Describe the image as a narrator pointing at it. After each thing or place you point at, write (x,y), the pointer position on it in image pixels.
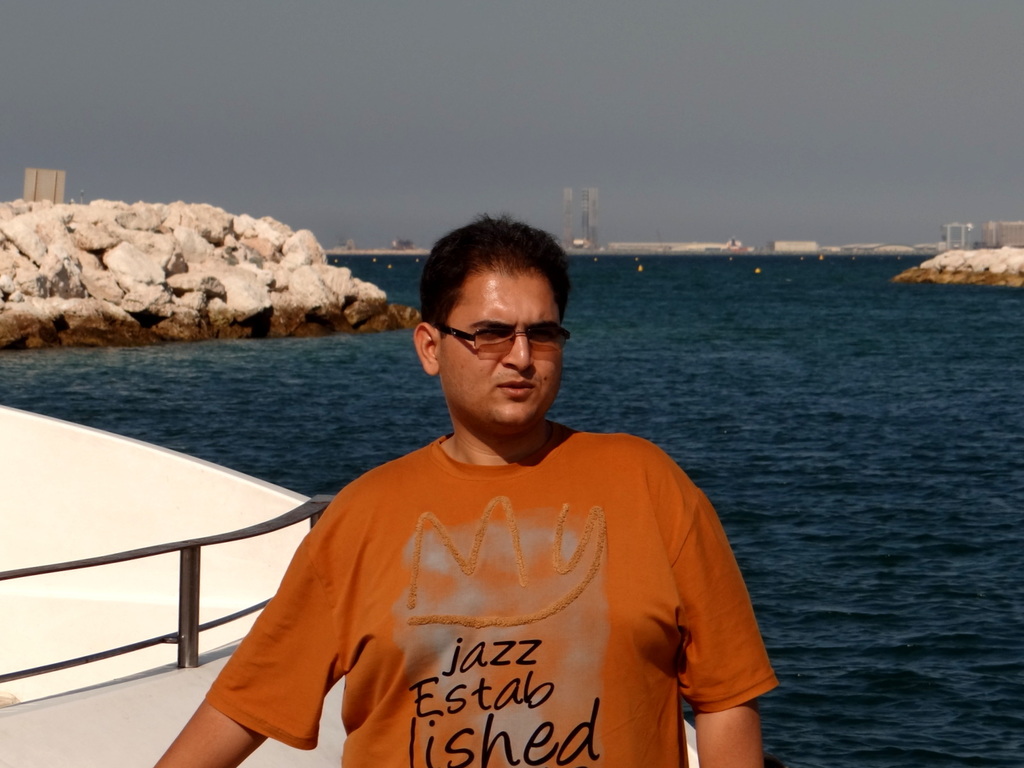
In the center of the image (431,505), we can see a man (518,587) wearing glasses (485,339) and standing on the boat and in the background (223,219), we can see rocks (216,243). At the bottom (844,581), there is water (890,561) and at the top (547,82), there is a sky (579,88).
